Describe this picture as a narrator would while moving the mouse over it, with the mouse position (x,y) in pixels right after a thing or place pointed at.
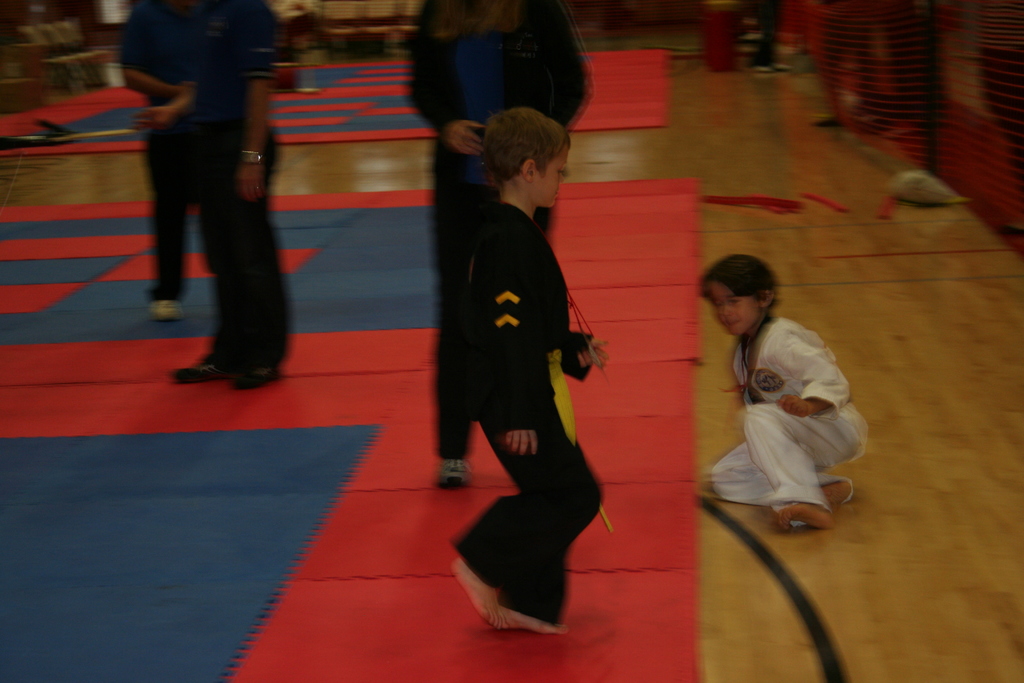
This picture describes about group of people (493,230), they are standing on the carpet (363,386).
